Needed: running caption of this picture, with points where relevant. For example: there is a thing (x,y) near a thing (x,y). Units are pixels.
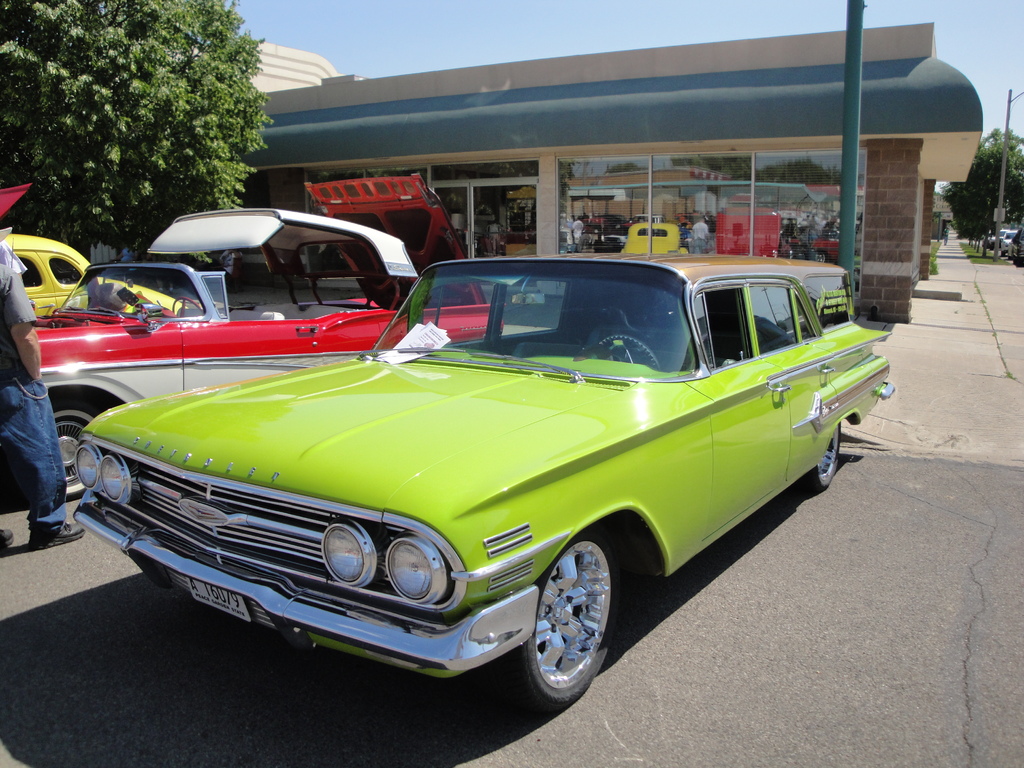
In this image, there are a few vehicles (684,341), poles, trees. We can see the ground (941,284) with some grass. We can see a house (824,115) and some glass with the reflection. We can see a person (33,417) on the left (6,300). We can see the sky (520,7).
